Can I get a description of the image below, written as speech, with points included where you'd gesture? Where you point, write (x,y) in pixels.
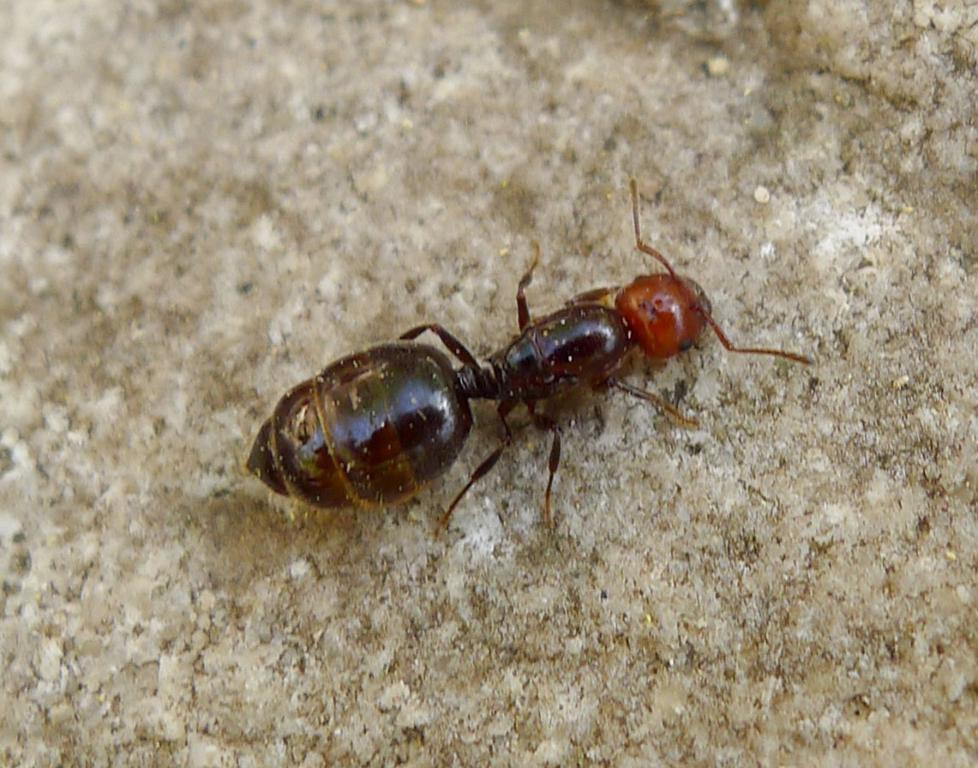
In this image there is an insect (493,380) on the surface (512,620).
